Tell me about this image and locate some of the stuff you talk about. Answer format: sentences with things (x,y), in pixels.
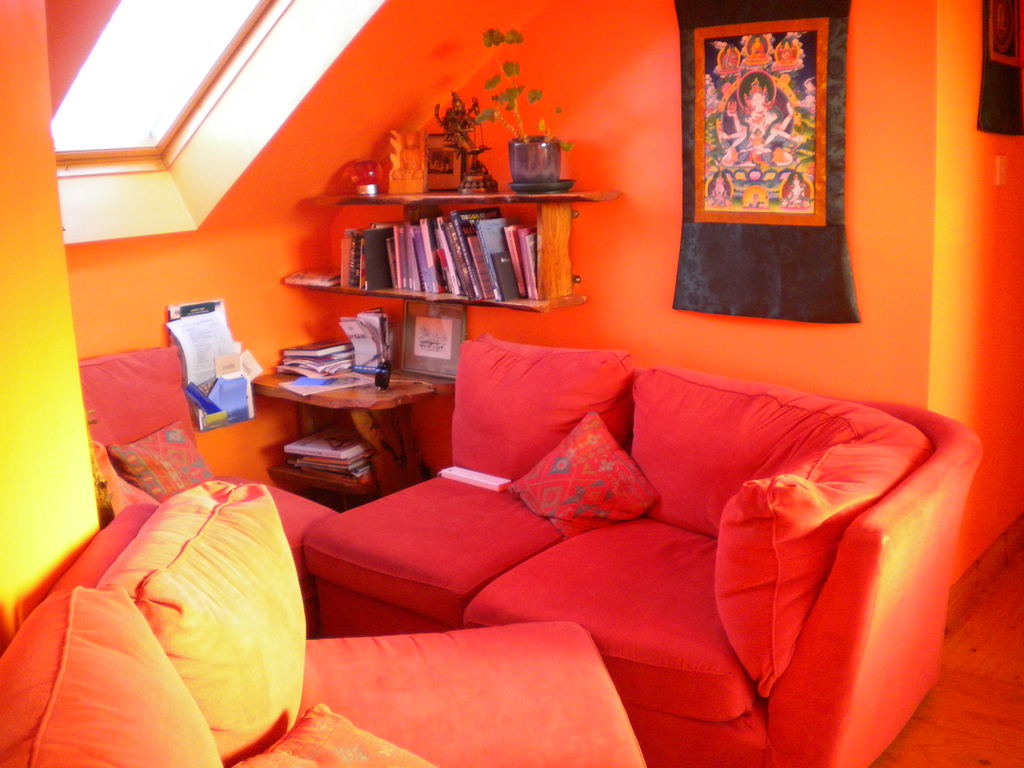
This picture is consists of a room (149,272) where, there is a sofa (688,590) around the area of the image and there is a bookshelf (586,196) at the center of the image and there is a glass window (194,43) at the left side of the image (159,167).
